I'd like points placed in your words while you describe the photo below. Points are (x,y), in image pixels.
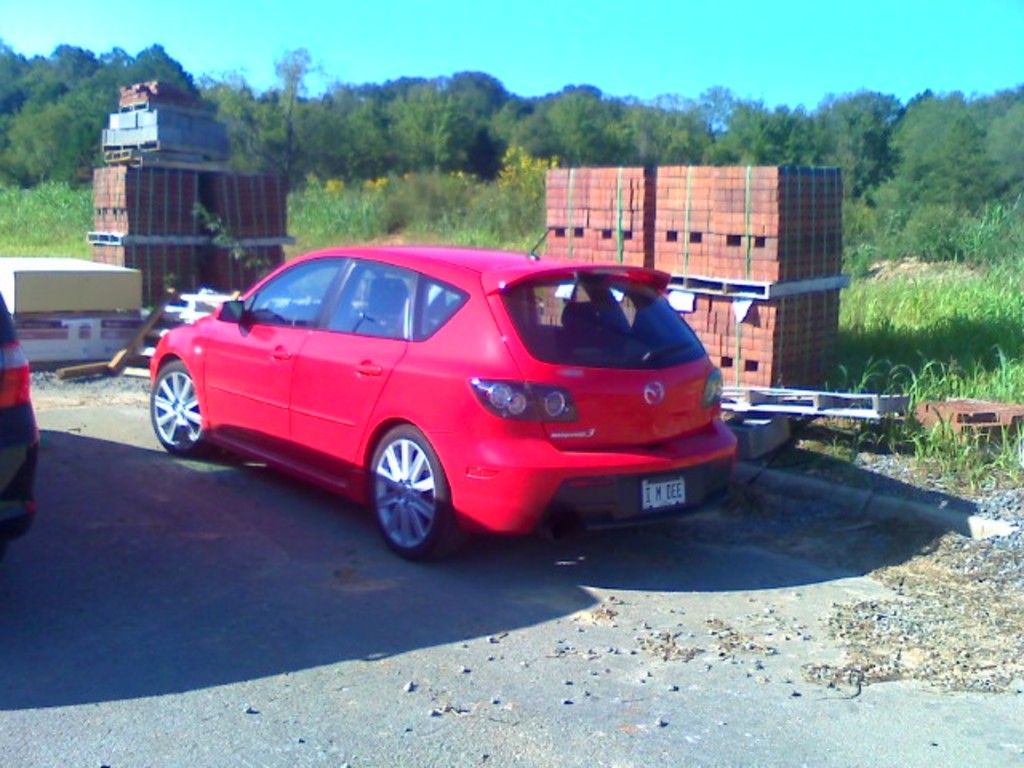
In the center of the image (498,362) we can see a car (354,448) on the road (434,662). In the background (384,142) there are trees (402,150), bricks (167,211), boxes (128,317) and sky (625,38).
